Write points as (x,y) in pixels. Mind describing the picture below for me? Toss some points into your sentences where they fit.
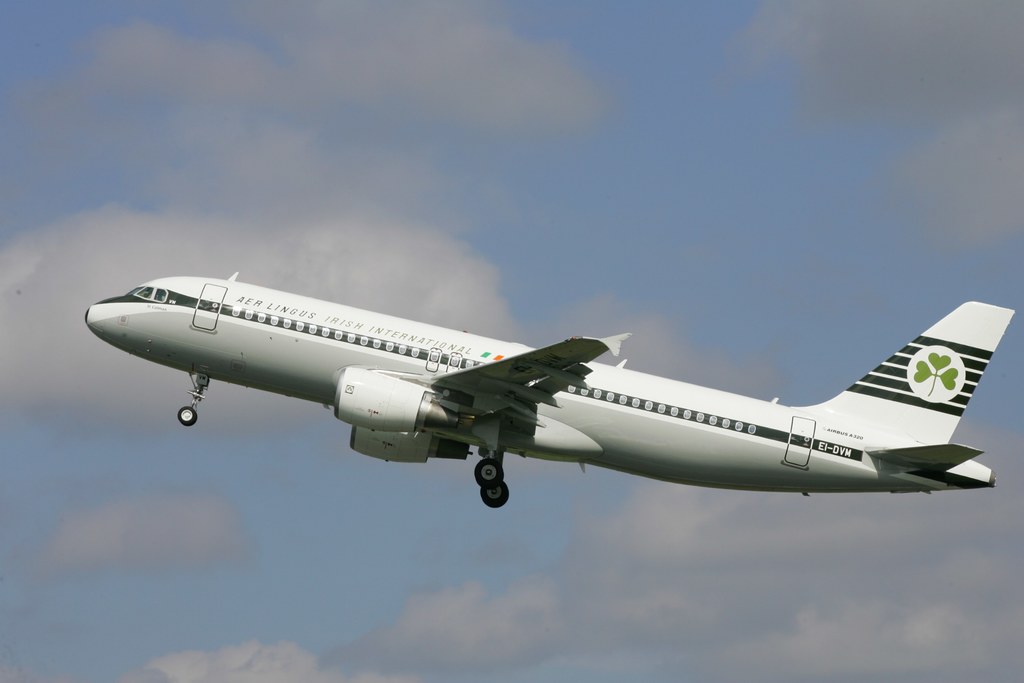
This image consists of an airplane (477,402) in white color. In the background (168,400), there are clouds (681,655) in the sky (450,634).
